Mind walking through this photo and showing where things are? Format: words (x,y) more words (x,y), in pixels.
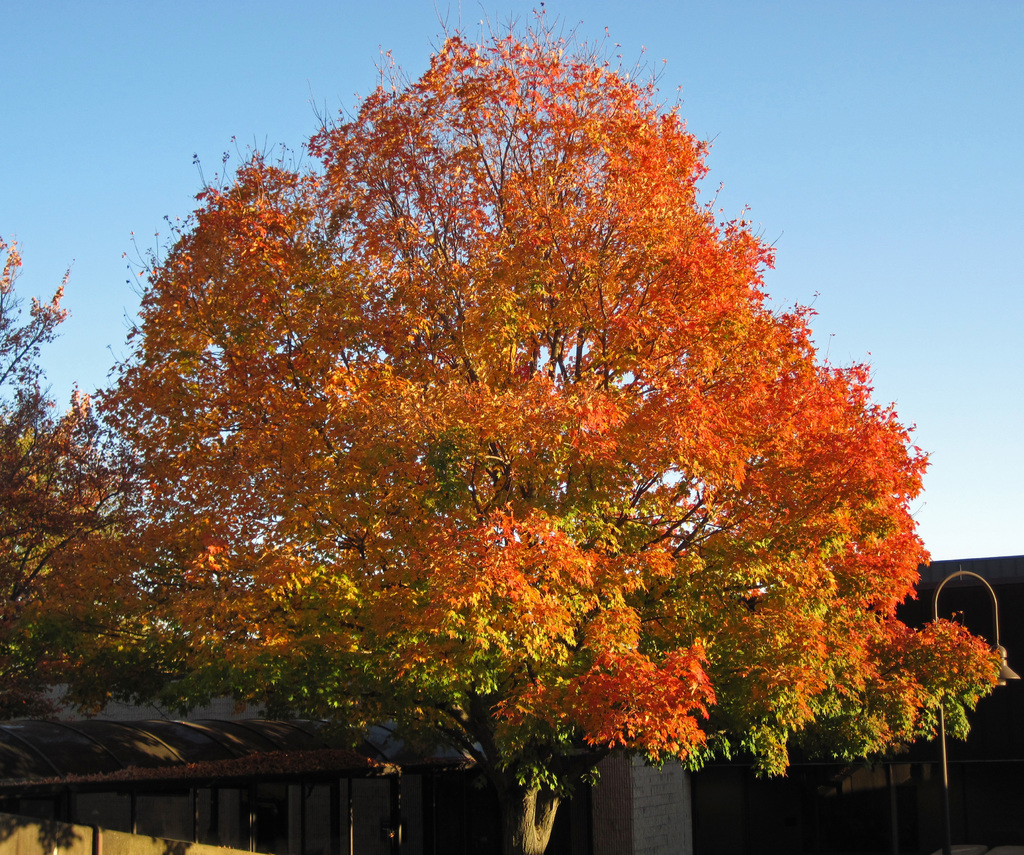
In the center of the image (539,459) we can see one tree (658,433), which is in yellow, orange and green color. In the background (37,161) we can see the sky (57,67), one building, pillar (673,799), shed (195,751), poles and a few other objects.
